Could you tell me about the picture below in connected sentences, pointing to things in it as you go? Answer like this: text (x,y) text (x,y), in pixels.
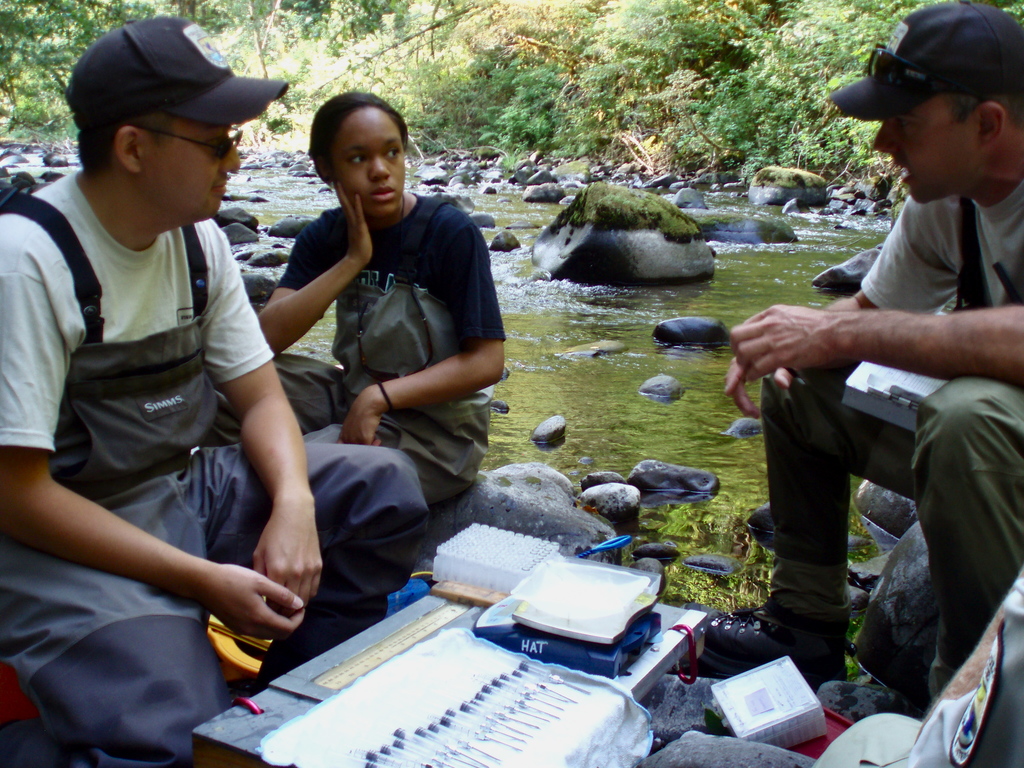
In this image we can see few people (335,370) sitting, beside that we can see medical devices (491,541) on the table (649,678), beside that we can see water (667,318) and stones (558,495). And we can see the trees (616,41) and plants (789,41).
